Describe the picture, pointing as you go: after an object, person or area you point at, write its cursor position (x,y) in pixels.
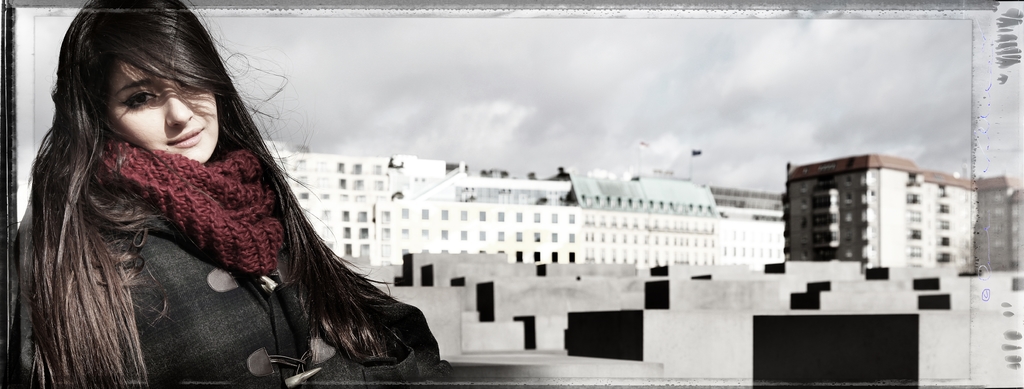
This is an edited image. I can see a woman (243,276) and there are buildings (488,235). In the background (392,134), there is the sky (729,75).
